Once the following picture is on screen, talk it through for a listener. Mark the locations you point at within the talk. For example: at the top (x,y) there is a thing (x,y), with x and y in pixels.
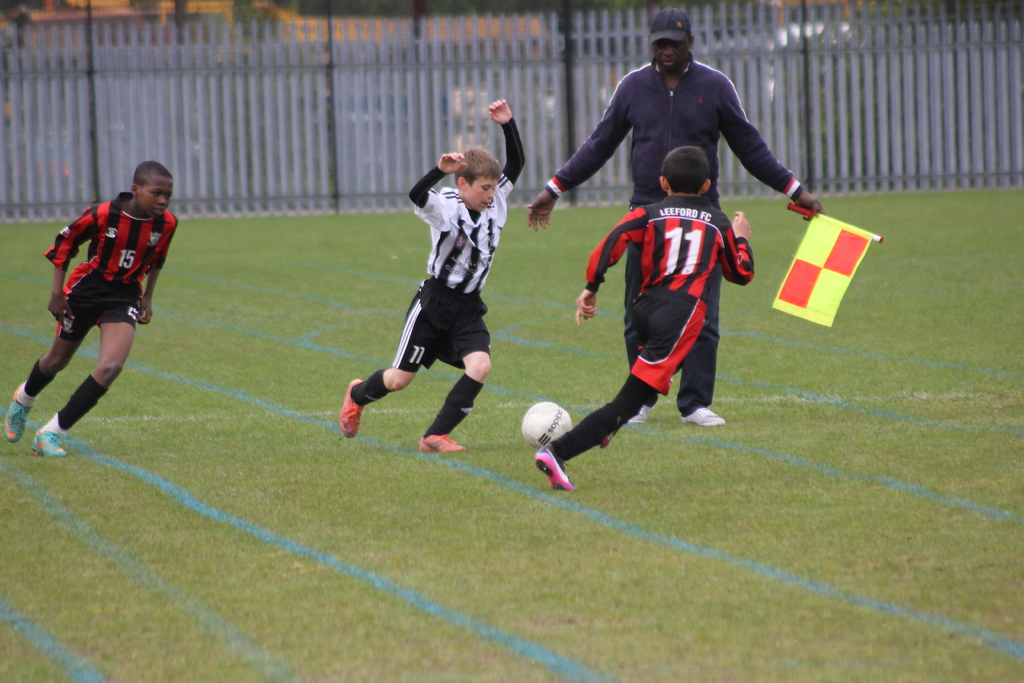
In this image we can see three children (416,324) are playing on the ground (417,274). Here we can see a ball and grass (869,392). In the background (113,26) we can see a fence (188,82).
